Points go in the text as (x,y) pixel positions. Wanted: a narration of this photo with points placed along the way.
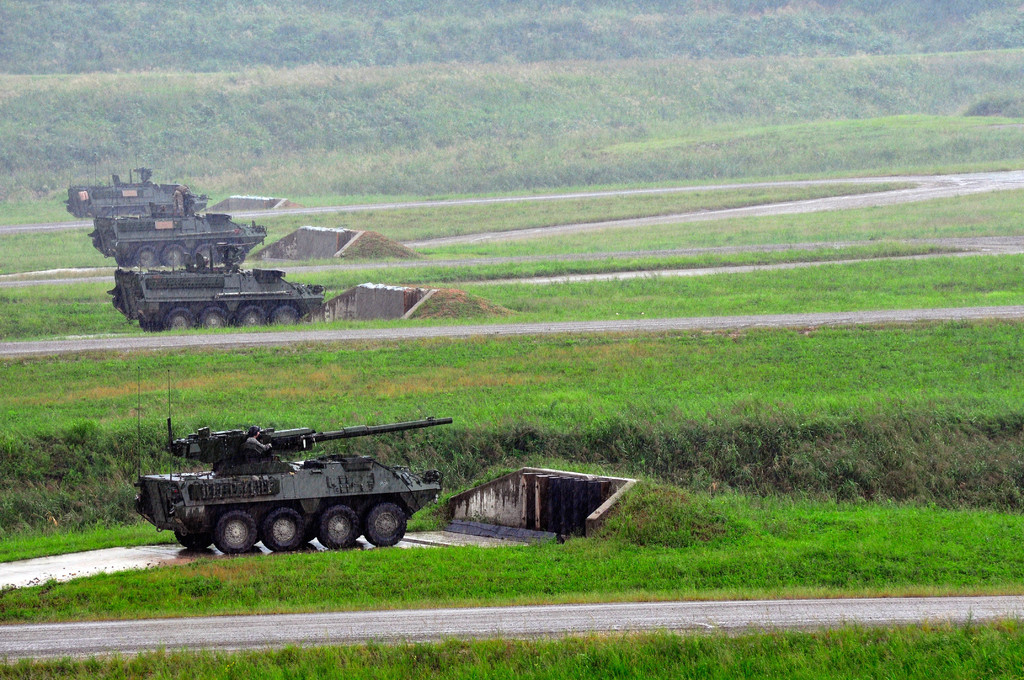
In this image on the left side (262,296) there are vehicles (278,307), and at the bottom of the image (264,609) there is walkway (744,621), grass (518,551) and some objects (590,513) in the center (373,243). In the background (374,334) there are trees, walkway (441,265) and grass (440,278).
